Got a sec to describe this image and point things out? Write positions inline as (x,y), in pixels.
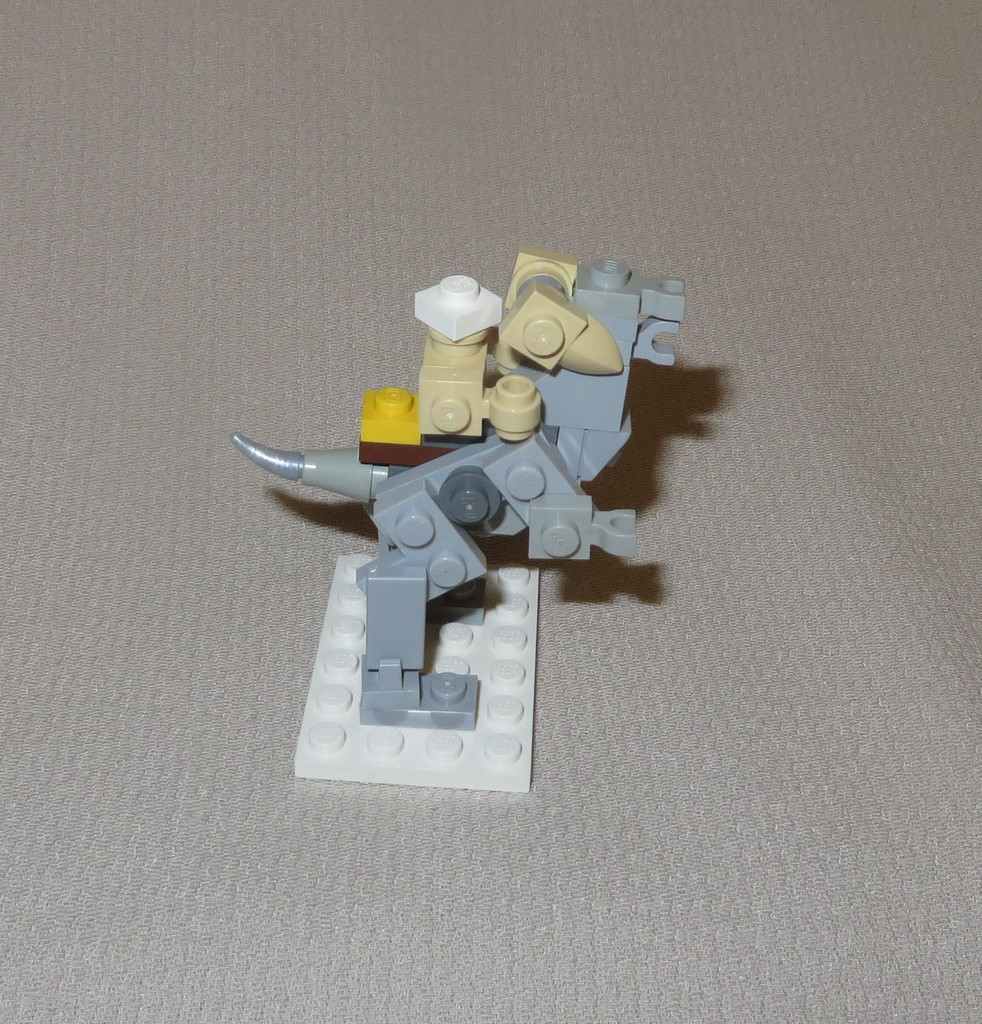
In this image we can see an animal (608,398) made of building blocks (407,652) is placed on the grey color surface (526,867).
